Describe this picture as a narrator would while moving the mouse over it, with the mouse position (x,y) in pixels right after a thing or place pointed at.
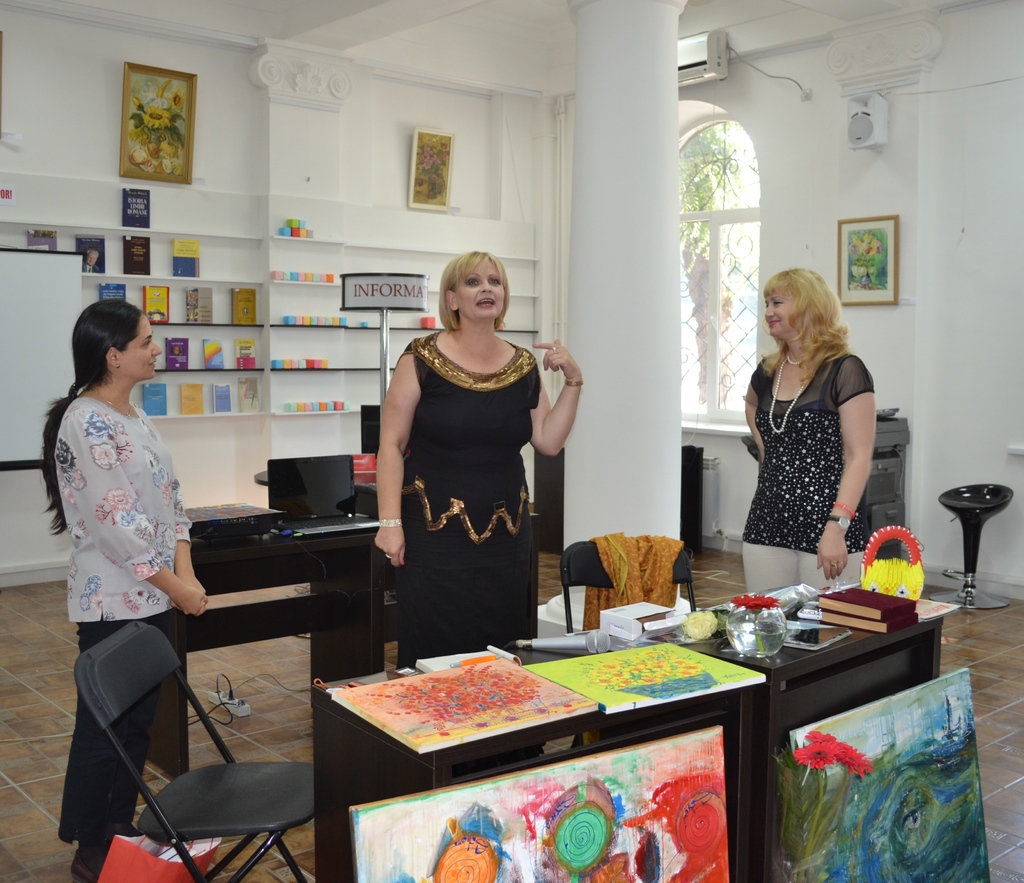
In this picture there is a woman (450,488) who is wearing black dress (454,533). She is standing near to the table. On the table (474,758) we can see books (824,601), papers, posters (666,655), flowers (721,616) and water (774,645). On the bottom (694,869) we can see painting frames (921,823). On the right (831,421) there is another woman (767,478) who is wearing black dress (806,424), locket (783,430) and watch (830,517). She is smiling. On the left (123,465) we can see another woman (125,510) who is standing near to the chair (258,804). In the back (344,409) we can see papers (116,285), candles (297,324) and other objects (250,412) on the rack (295,413). Here we can see window (734,281) near to the AC (698,49). Through the window (729,157) we can see tree (697,191).
